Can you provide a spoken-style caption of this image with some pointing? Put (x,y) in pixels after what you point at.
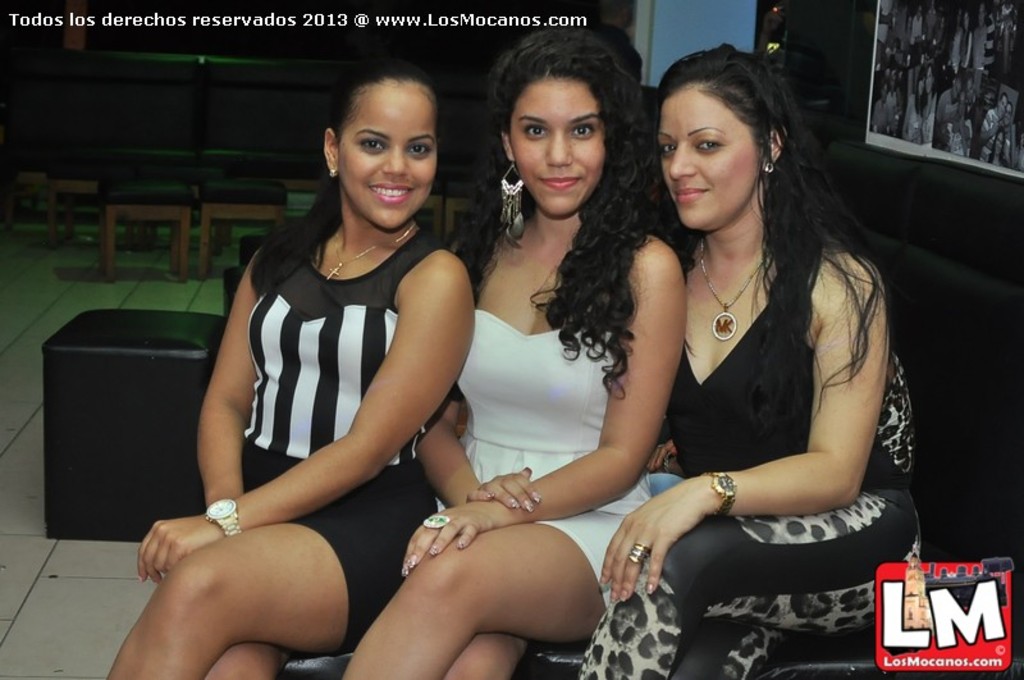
In this image there are three persons (623,555) sitting on the sofa (854,637). Behind them there is a couch (43,471). There are chairs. On the right side of the image (920,81) there is a poster (908,28) on the wall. There is some text (329,23) on the top of the image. There is a logo (893,597) on the right side of the image (965,660). At the bottom of the image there is a floor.
